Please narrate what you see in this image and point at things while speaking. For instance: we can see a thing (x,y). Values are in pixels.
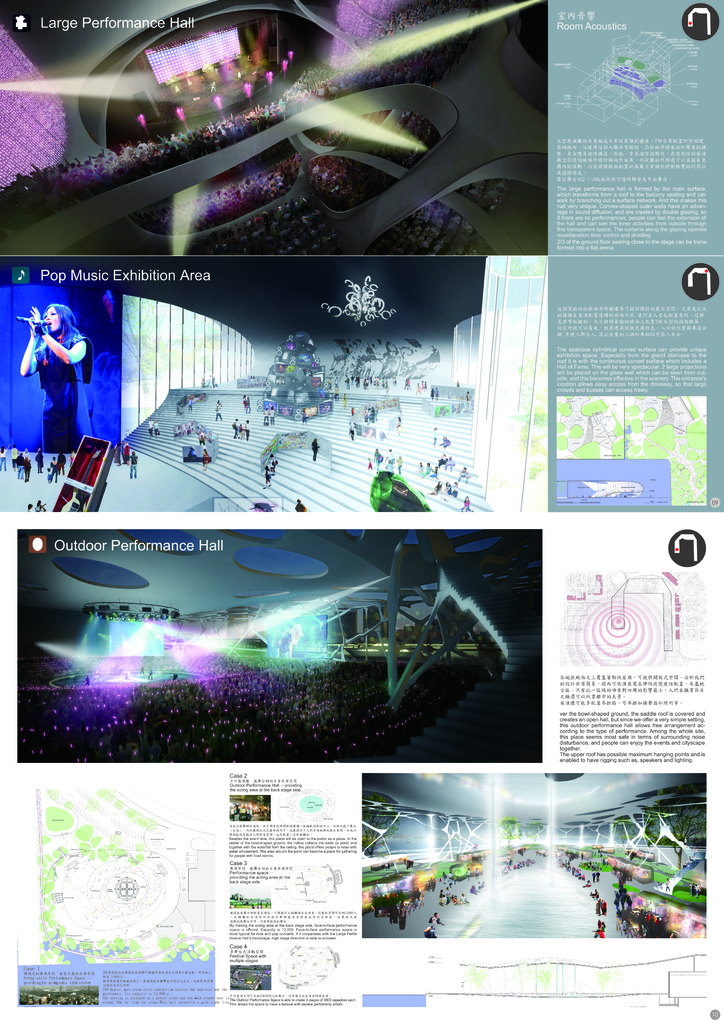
In this image I can see few pictures (303,576) of the stadium (330,621) in which I can see number of persons (250,697) are standing and number of lights (186,653) on the stadium (136,596). I can see few persons (219,402) standing on the stairs (252,414), a person (66,337) standing and holding a microphone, few maps (163,806) and few words (665,364) written all over the image.
